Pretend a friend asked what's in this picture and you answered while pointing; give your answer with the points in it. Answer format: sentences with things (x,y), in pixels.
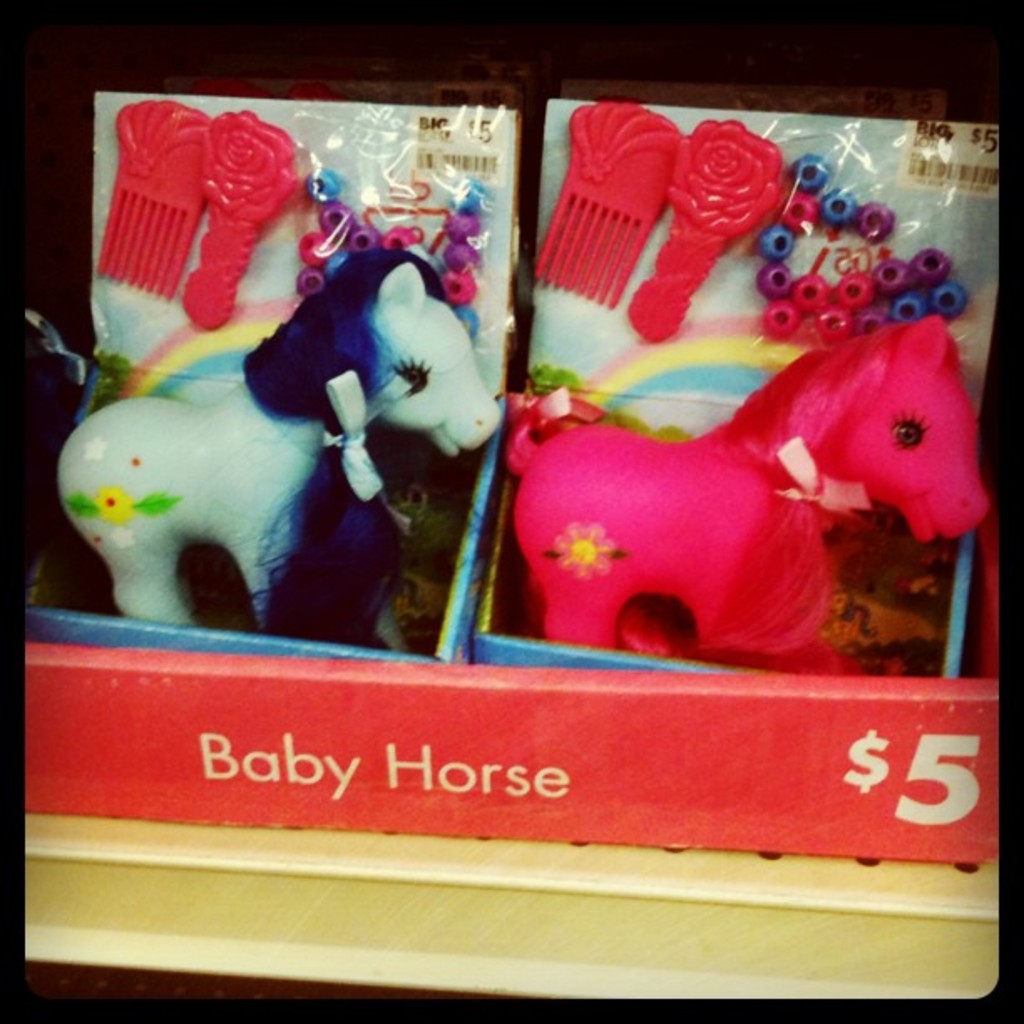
In this picture I can see the toys (563,428).
